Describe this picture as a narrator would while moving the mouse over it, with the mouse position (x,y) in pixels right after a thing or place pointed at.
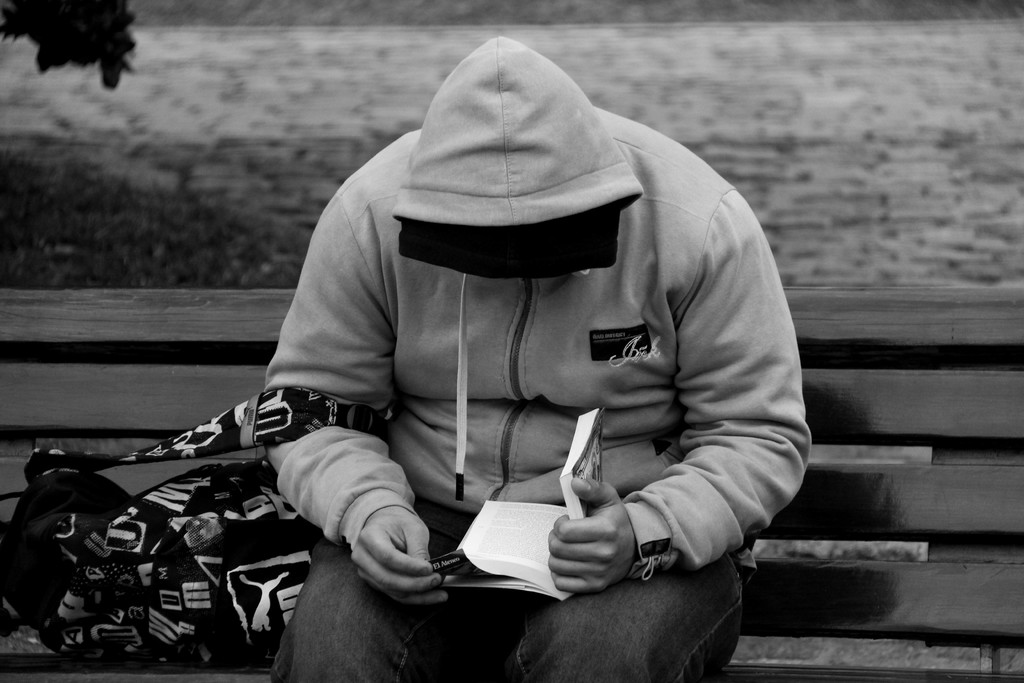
In this image I can see one person (460,307) is sitting on a bench (252,376) and I can see this person (643,457) is holding a book (527,513). On the left side of the image (206,447) I can see a bag (155,451) and I can also see this person (352,444) is wearing a jacket (671,491). I can see this image is black and white in colour.
